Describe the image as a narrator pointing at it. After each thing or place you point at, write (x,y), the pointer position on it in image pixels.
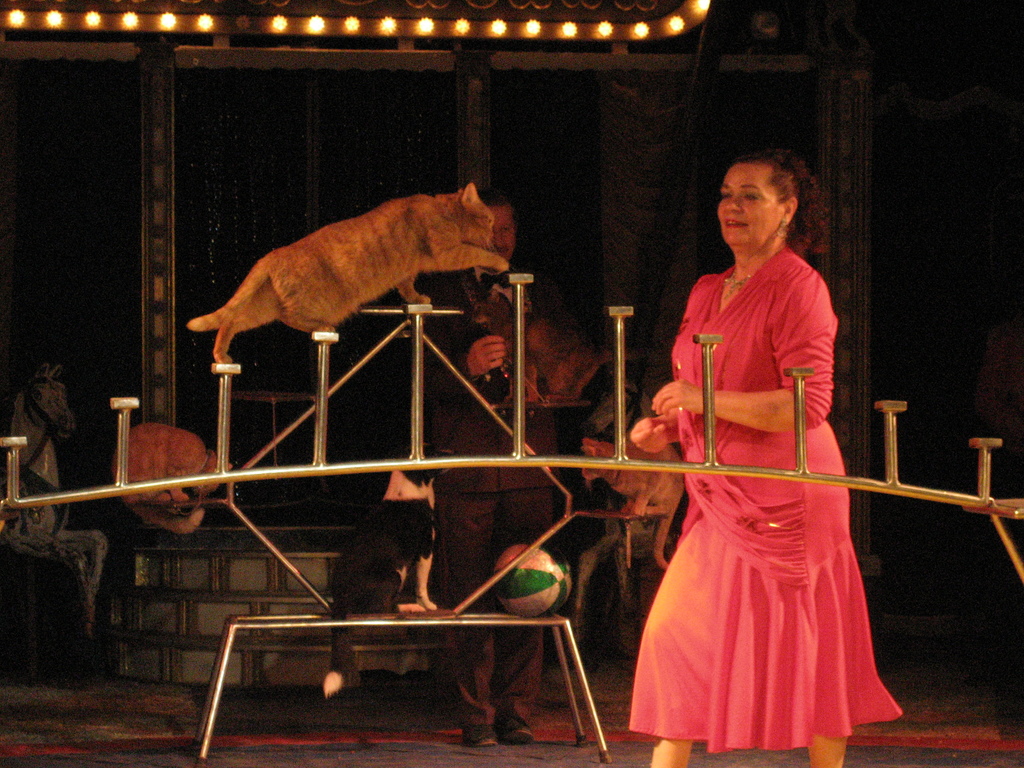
In the image there is an old woman (696,358) in pink dress (785,544) standing on the right side (822,406) with a cat (480,225) in front of it jumping on the metal frame (118,485) and in the back (471,403) there is a man (471,403) standing, there are lights (91,15) over the ceiling (196,7).
